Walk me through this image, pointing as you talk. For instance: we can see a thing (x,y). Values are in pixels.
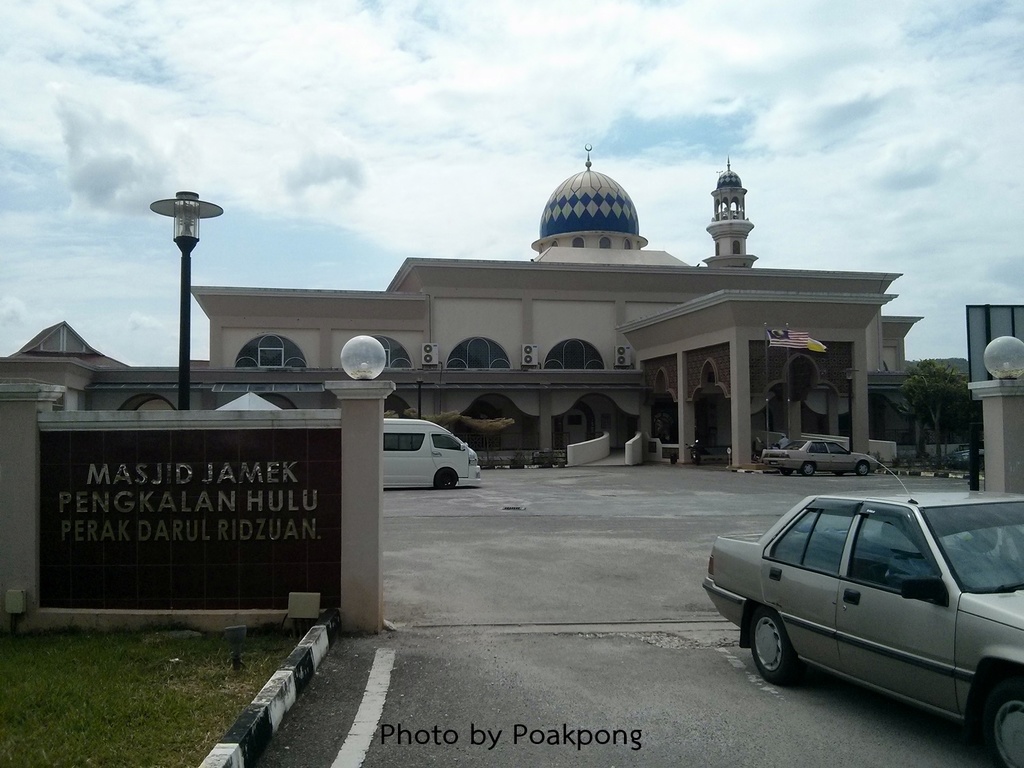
In this picture there is a building (802,356) and tree (954,399). In the foreground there are vehicles (406,422) and there are plants (928,451). There is a flag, pole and there are lights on the wall (161,454). On the left side of the image (218,492) there is text (289,539) on the wall (289,539). At the top (372,52) there is sky (304,154) and there are clouds (282,176). At the bottom (686,709) there is a road (399,720) and there is text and grass (159,697).
